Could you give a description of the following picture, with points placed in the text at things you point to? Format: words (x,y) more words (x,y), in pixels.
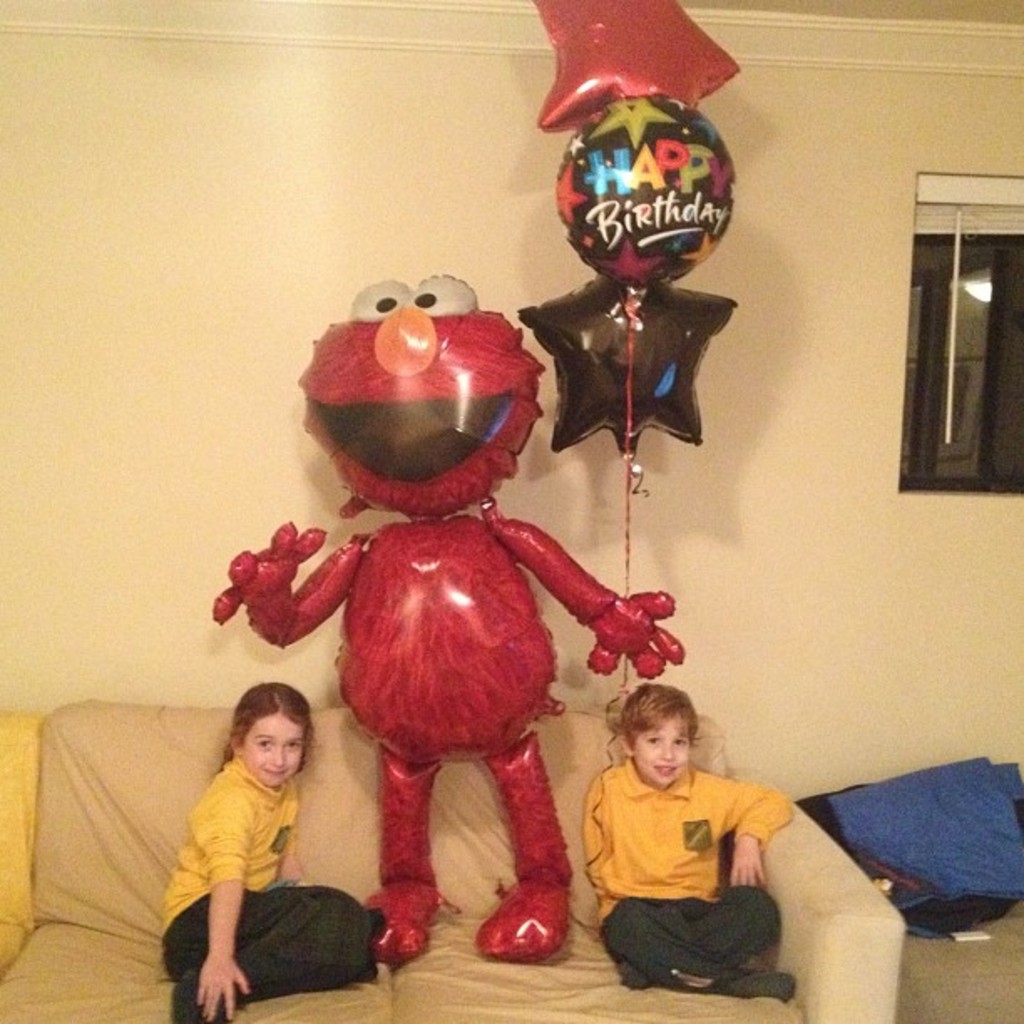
In this image there are two kids (296,847) sitting on the couch (447,818), in between them there is an inflatable doll (464,476), beside the couch (487,802) there are some objects (926,841), behind the couch (471,837) there is a window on the wall (781,376).
